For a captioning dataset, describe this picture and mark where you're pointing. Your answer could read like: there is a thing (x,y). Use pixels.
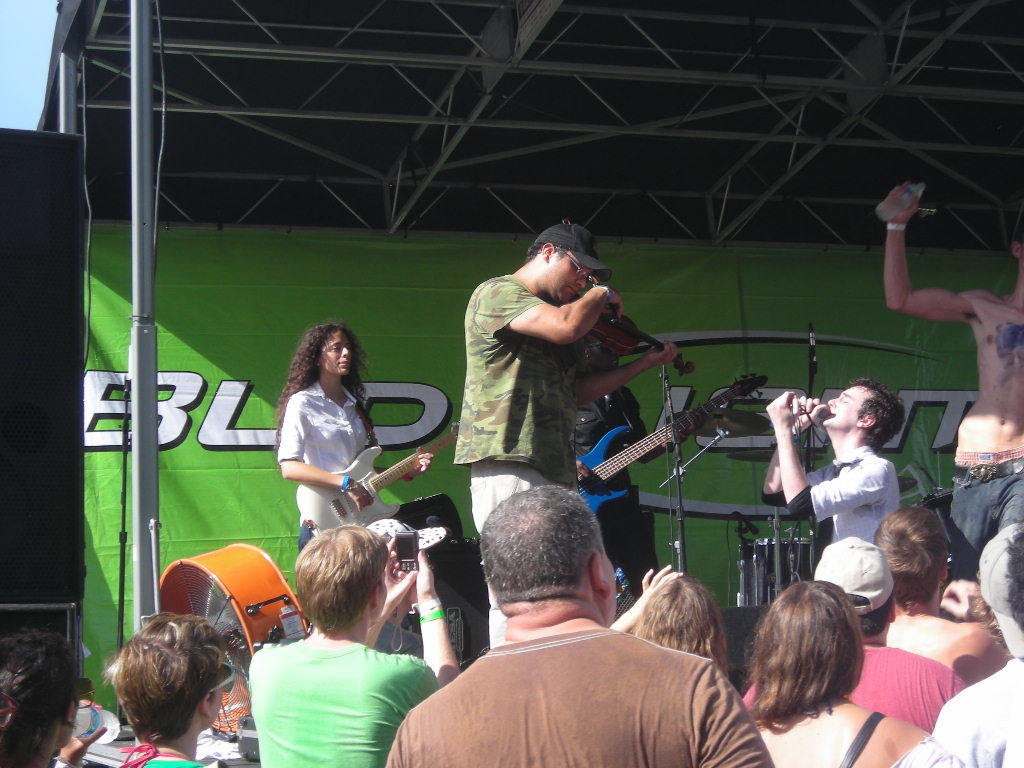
In the picture there is a music concert, group of people (565,412) are playing music with different instruments (615,435). There are audience (822,657) standing in front of a dais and enjoying the music. In the left side (79,244) there is a big black speaker (5,215) and in the background (274,295) there is a green color banner (183,465).
